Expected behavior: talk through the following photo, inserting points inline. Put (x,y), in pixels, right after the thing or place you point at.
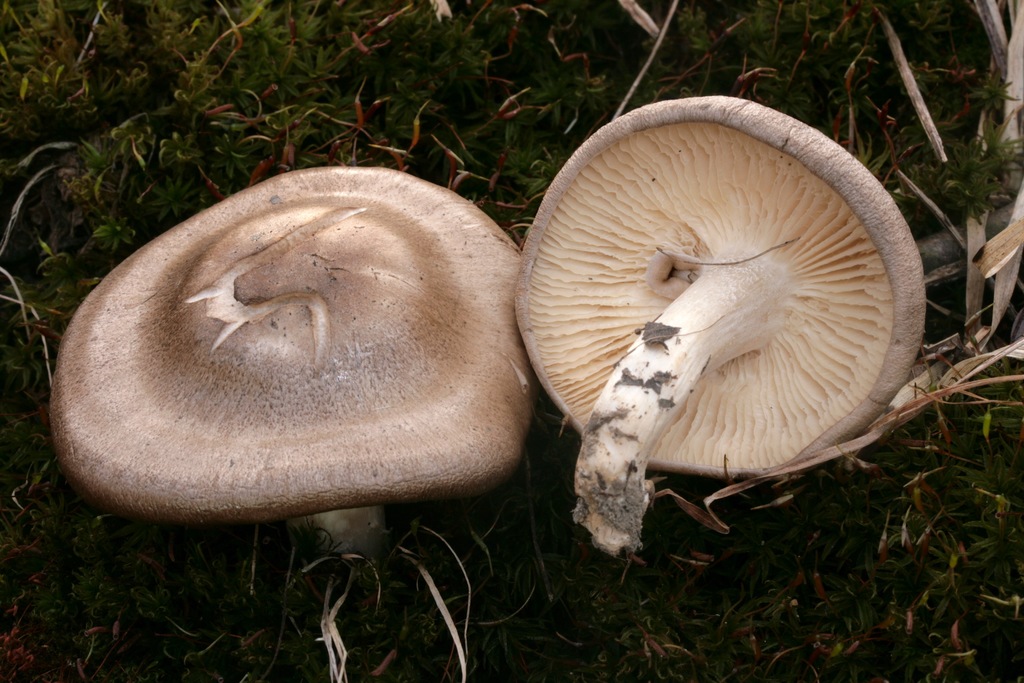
In this image we can see mushrooms (763,334) on the ground (564,588). In the background (88,209), we can see the grass (779,577).
